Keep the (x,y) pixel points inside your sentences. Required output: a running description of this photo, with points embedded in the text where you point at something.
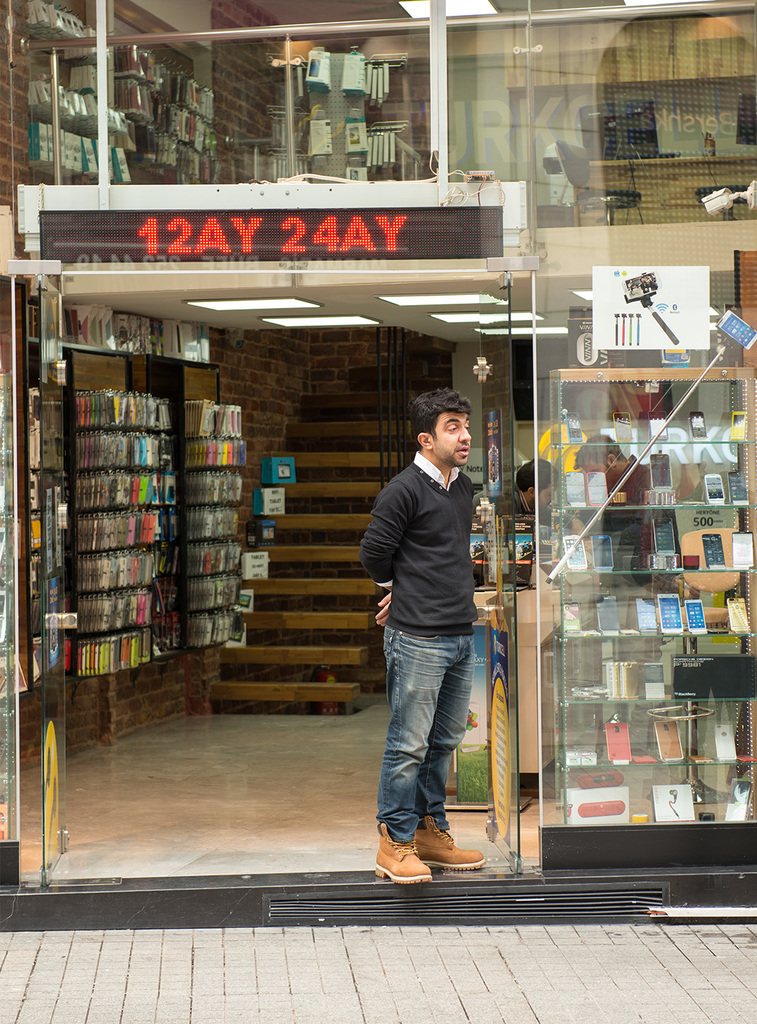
In this image I can see the person (415,684) standing, the person (421,702) is wearing black and blue color dress (411,671), background (699,690) I can see few mobiles (623,428) on the glass racks (709,685) and I can also see few objects (183,341). I can see the black color board (502,225) attached to the wall (453,261) and I can see few stairs (318,655) in brown color.
